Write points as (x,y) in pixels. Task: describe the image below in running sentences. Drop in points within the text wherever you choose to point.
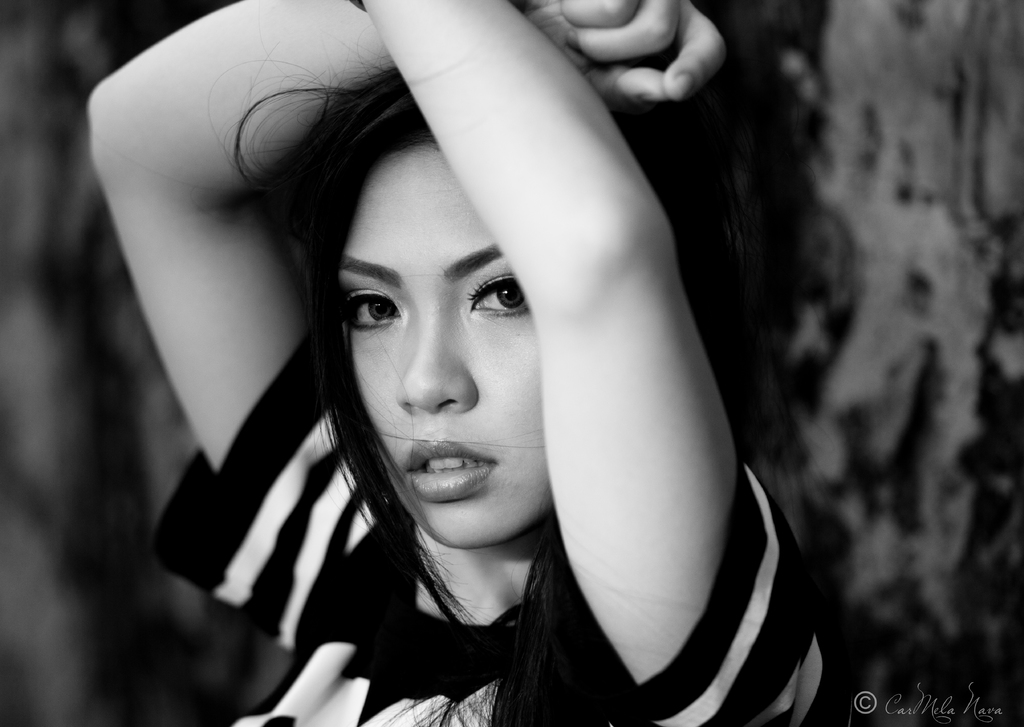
This is a black and white image. In this image we can see a woman (568,537).
